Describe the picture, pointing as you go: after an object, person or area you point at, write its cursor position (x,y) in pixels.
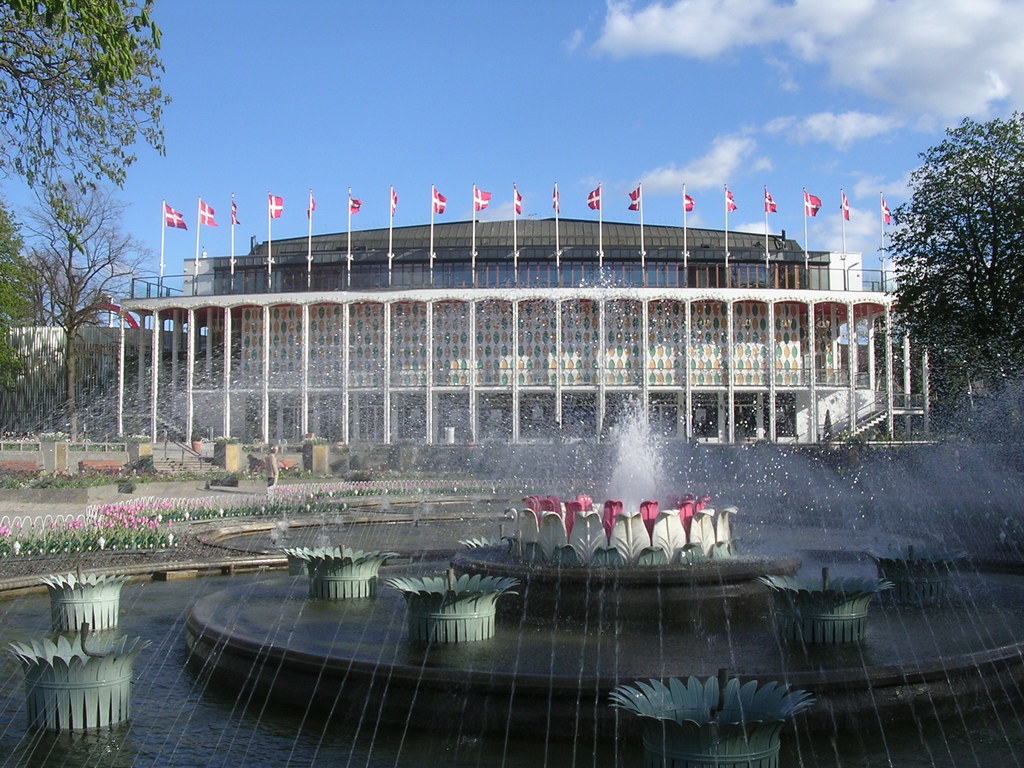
At the bottom of the image (723,566) we can see a fountain (597,547). Behind the fountain (476,578) there are some plants (3,547) and buildings (432,393) and trees (116,247), on the building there are some poles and flags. At the top of the image (1005,4) there are some clouds (1021,12) in the sky (180,168).
